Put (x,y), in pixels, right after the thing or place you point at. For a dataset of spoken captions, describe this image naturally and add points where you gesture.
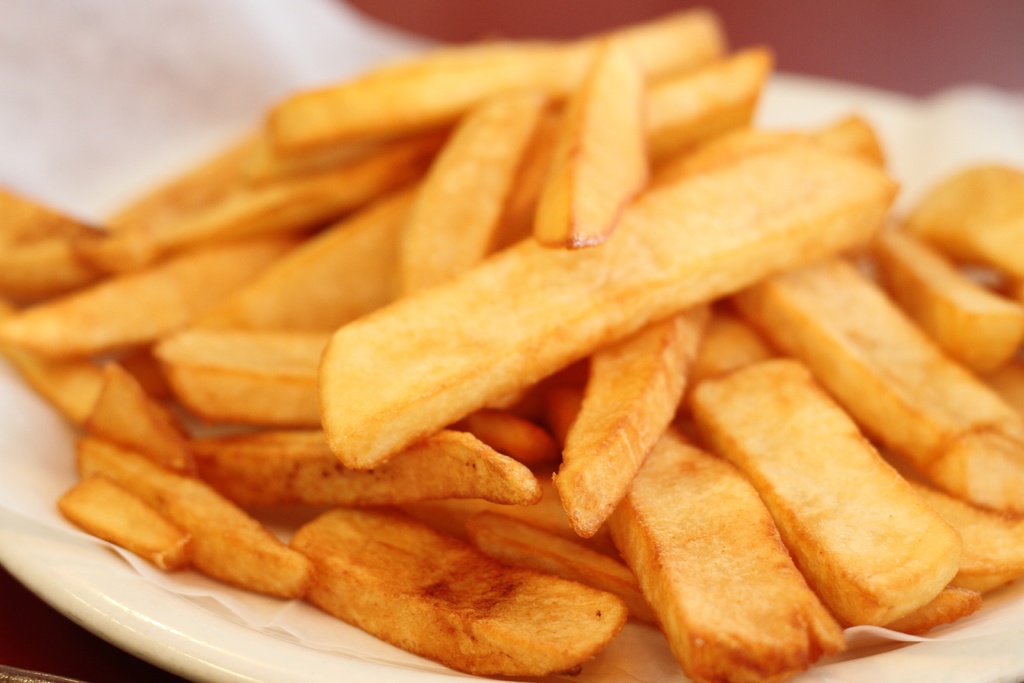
This image contains a plate (219,627) having a paper (279,609) which is having few fries (457,328) on it.
